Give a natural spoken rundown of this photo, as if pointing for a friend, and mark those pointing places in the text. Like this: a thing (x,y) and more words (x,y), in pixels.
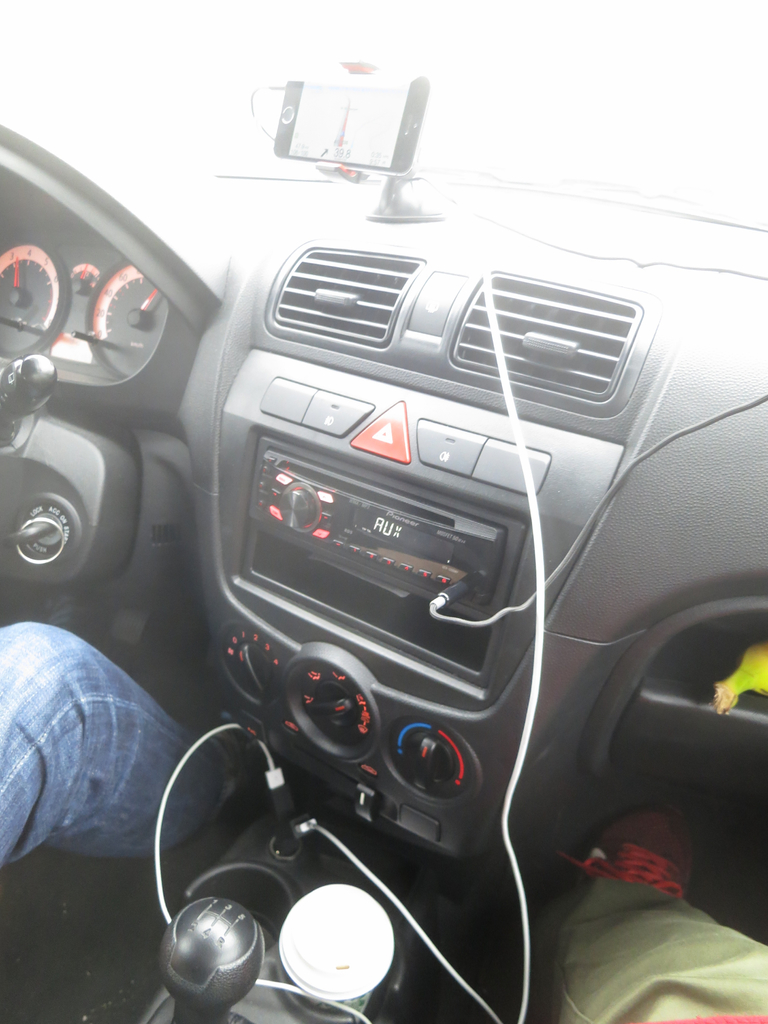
This is inside a vehicle (423,750). We can see legs (52,746) of a person's (603,898). Also there is gear (228,980), USB cables (162,820), AC (385,319), audio player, buttons (433,319), meters (159,319) and a mobile holder (402,197) with mobile (336,129).
